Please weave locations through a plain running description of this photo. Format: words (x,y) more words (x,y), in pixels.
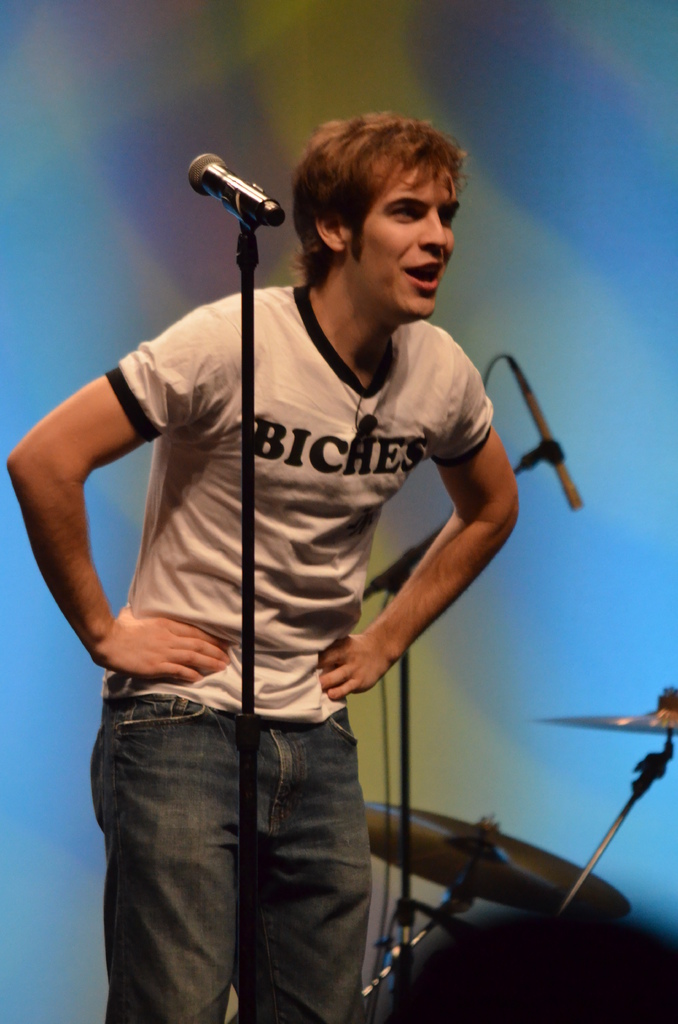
In this we can see a person (332,493) wearing white color T-shirt (159,507) blue color jeans (170,764) standing and there is microphone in front of him and at the background of the image (468,886) there is musical instrument (477,840).
